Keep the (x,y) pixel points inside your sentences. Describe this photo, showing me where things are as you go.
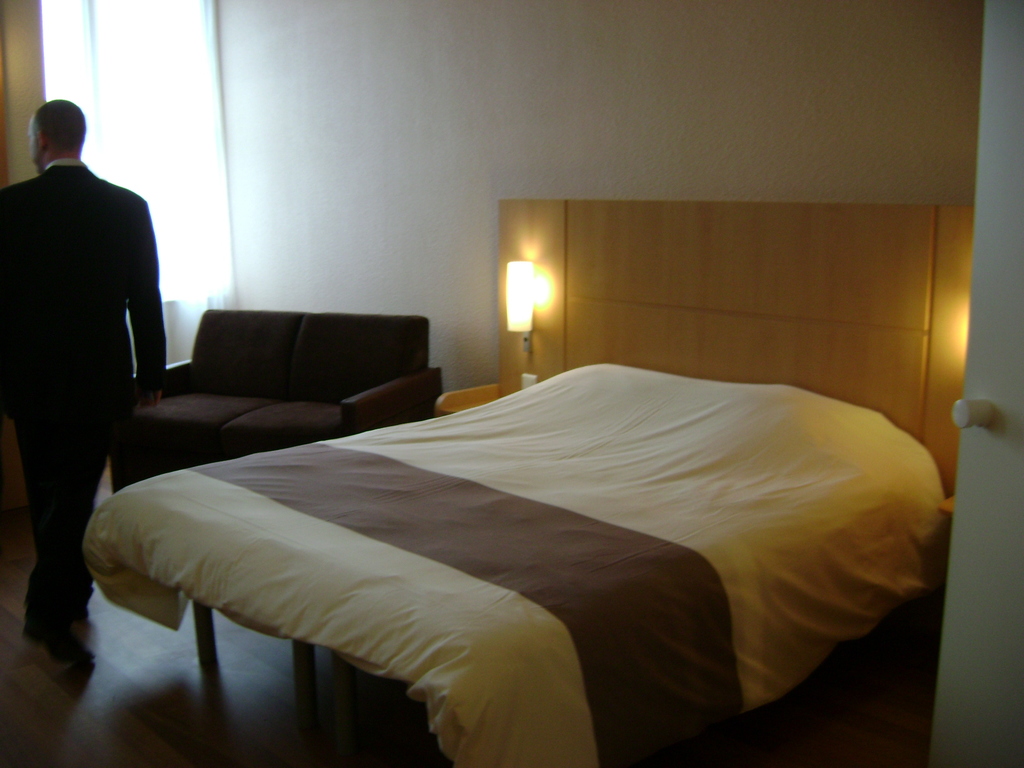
In the left middle (90,479), a person (35,261) is walking on the floor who is wearing a black suit (80,281). The background walls (346,150) are white in color. At the bottom (270,555) and middle, bed (252,471) is there and lamp (511,326) is there and a sofa (250,450) brown in color is kept. Next to that a curtain (179,247) visible white in color. This image is taken inside a room (399,187).
